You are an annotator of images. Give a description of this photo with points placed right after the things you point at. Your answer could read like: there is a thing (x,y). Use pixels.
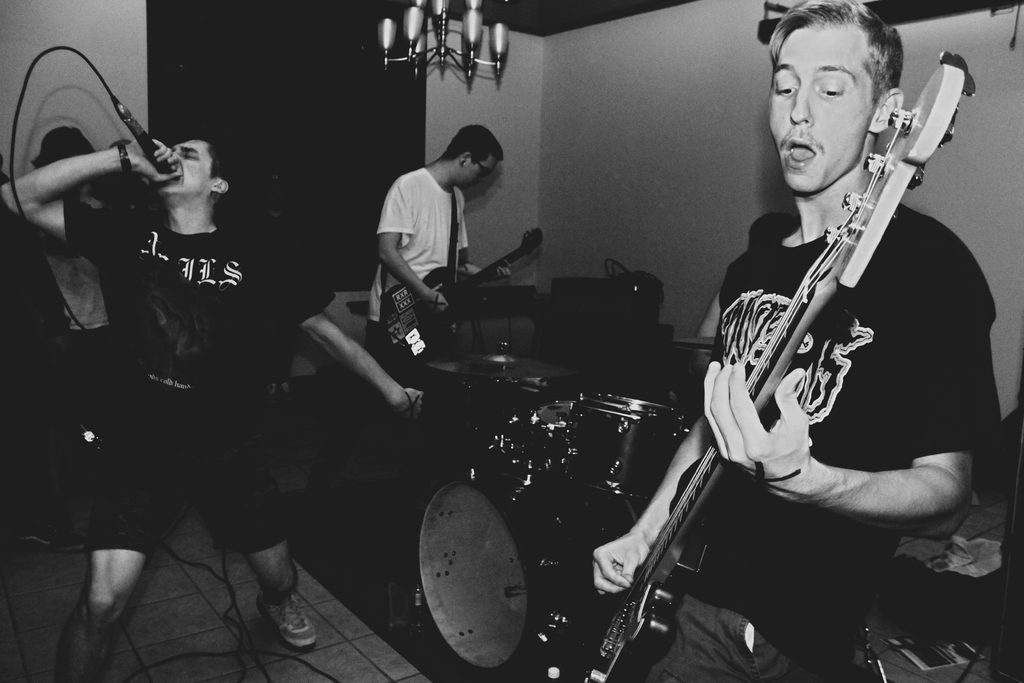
In this image i can see three persons (395,245) standing two persons (450,214) at right (727,421) playing some musical instrument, a person (195,243) at left (233,253) singing in front of a microphone (174,165) at the background (452,104) i can see a wall (540,100).
